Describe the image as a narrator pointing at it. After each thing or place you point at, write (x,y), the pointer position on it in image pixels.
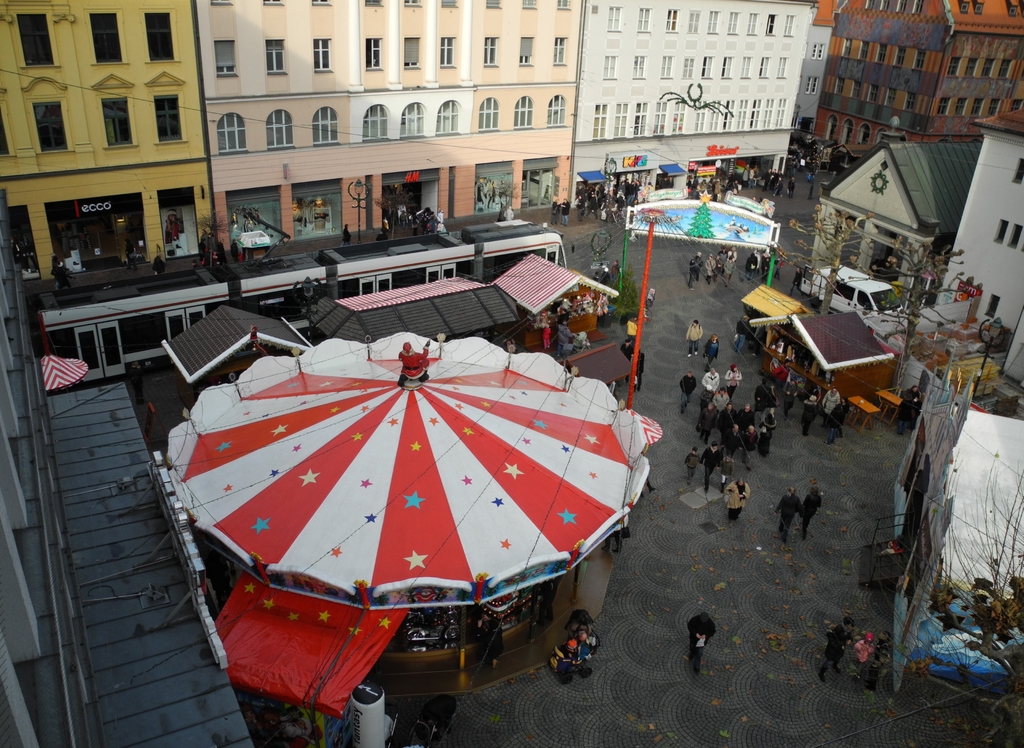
In the picture I can see people (712,406) are walking on the ground (654,516). I can also see buildings (15,149), trees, poles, vehicles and some other objects (834,344).
